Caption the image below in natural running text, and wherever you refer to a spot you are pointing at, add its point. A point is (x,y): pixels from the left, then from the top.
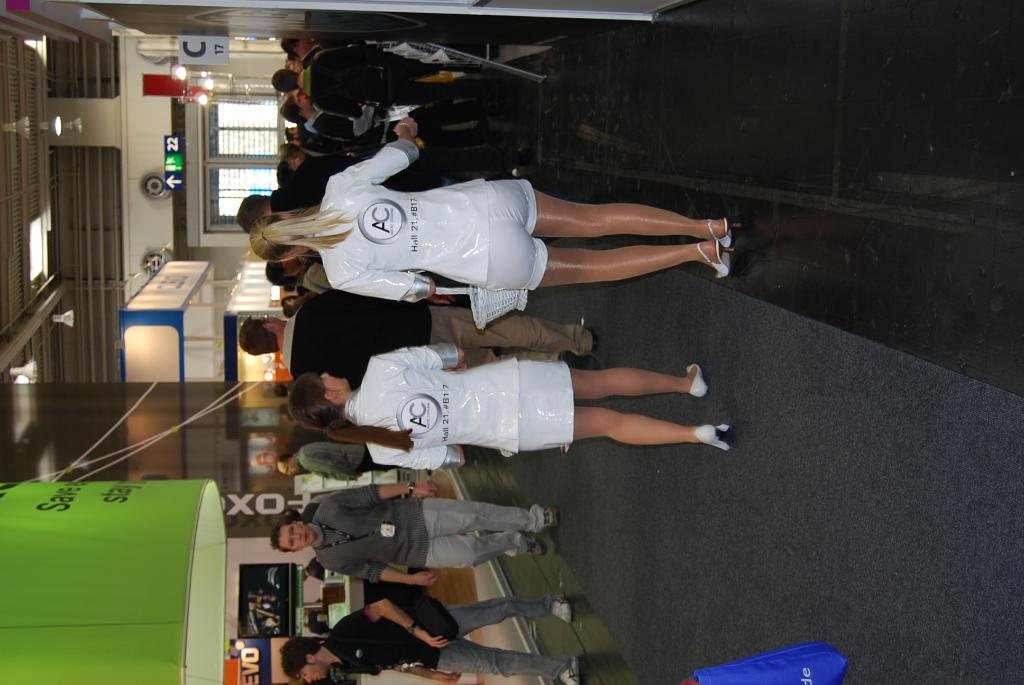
This image is taken indoors. On the left side of the image (41,159) there is a ceiling (96,331) with lamps (12,371). On the right side of the image (769,218) there is a floor (769,218). In the middle of the image (547,448) a few people (367,403) are walking on the floor (542,173). In the background (258,97) there is a wall (220,79) with windows (231,191), lamps (210,87) and signboards (171,186). On the left side of the image (164,547) there is a stall (230,641) and a board (181,512) with text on it.
